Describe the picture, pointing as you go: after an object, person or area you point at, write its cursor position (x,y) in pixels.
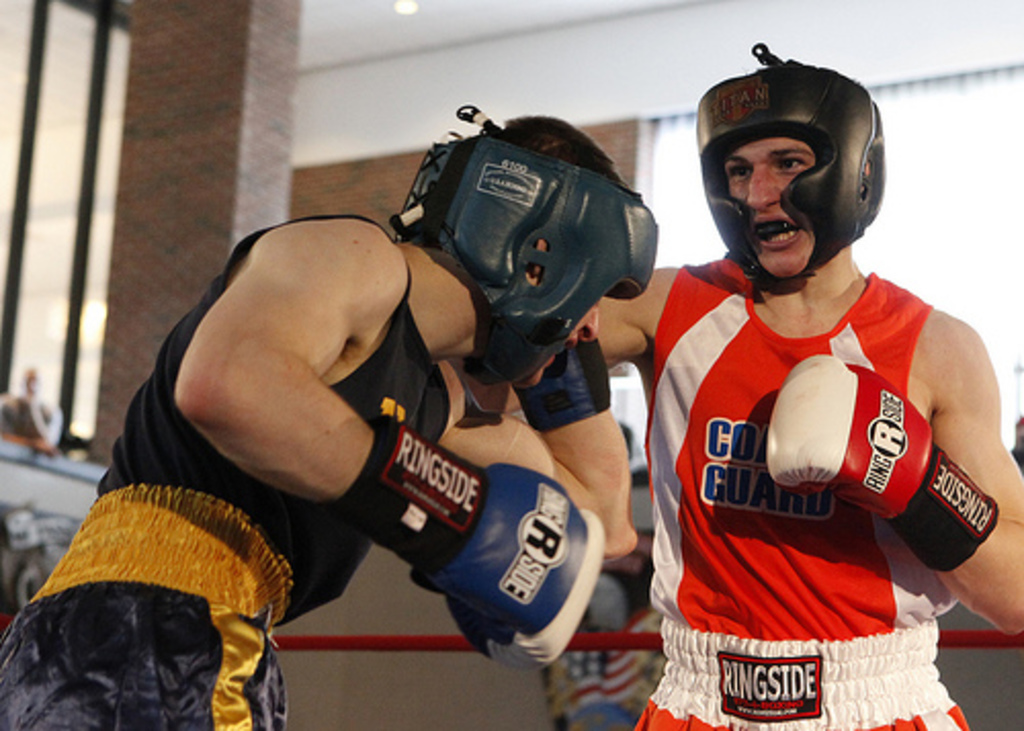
There are two persons (525,403) wearing a glove (517,519) and helmets (618,234) as we can see in the middle of this image (646,253). There is a wall (214,243) in the background (214,262). It seems like there is two persons (355,433) in the middle of this image (628,462).
